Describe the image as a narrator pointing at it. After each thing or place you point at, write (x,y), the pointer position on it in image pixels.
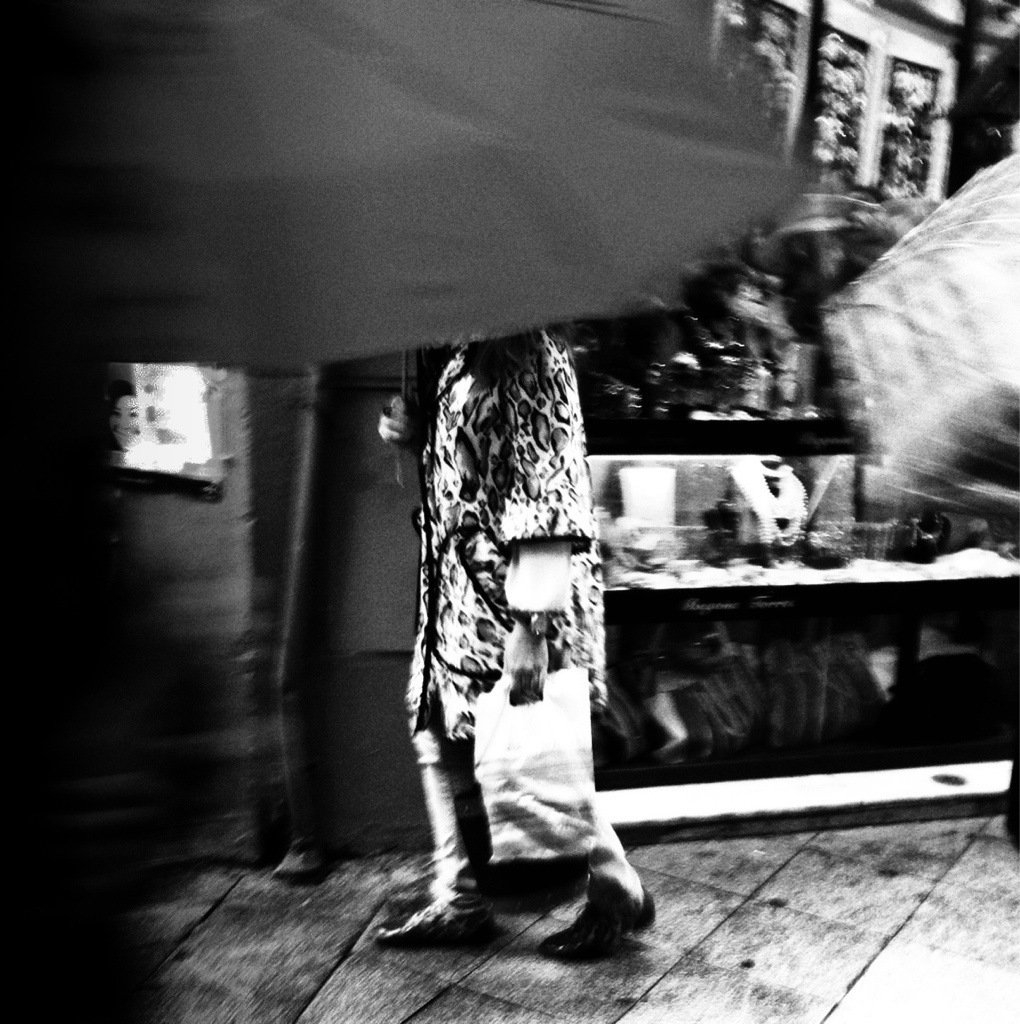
Here this is a black and white image, in which we can see a person (428,449) holding an umbrella (421,295) and walking on the ground (454,955) and he is also holding a cover (512,815) in his hand (516,684) and beside him we can see a store (710,286) present.
